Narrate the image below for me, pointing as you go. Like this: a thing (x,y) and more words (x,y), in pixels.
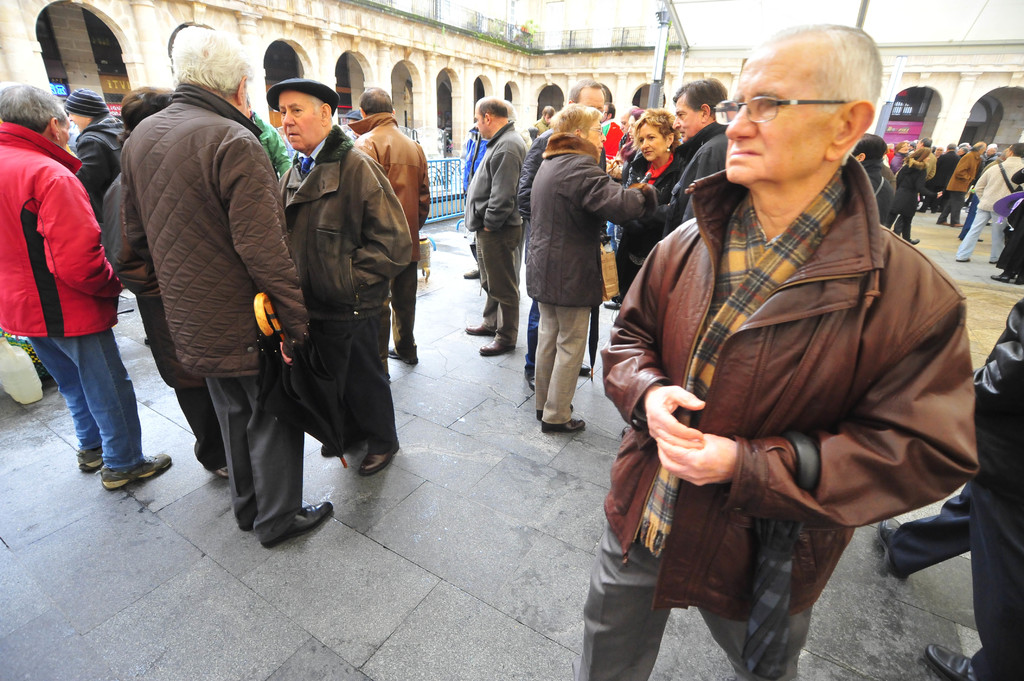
In this image we can see group of people (902,378) standing on the ground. One person (674,307) is wearing a brown coat (666,319) and spectacles (785,103). In the back ground (456,74) we can see blue railing (461,179), a building (479,56) and poles (681,31).
